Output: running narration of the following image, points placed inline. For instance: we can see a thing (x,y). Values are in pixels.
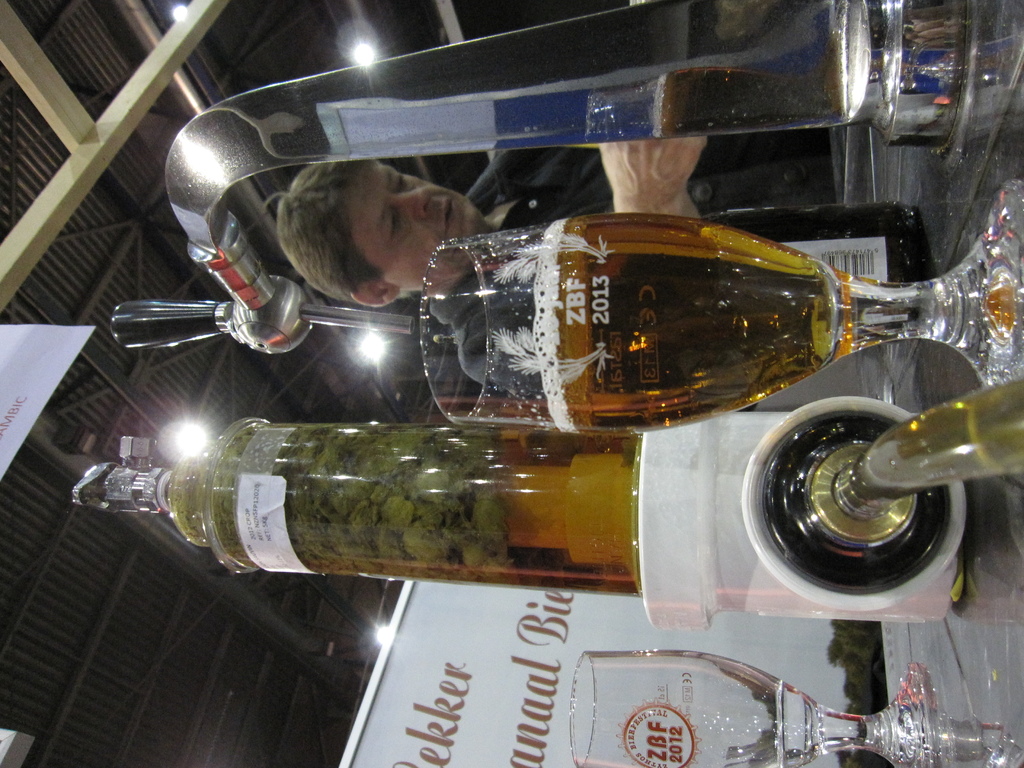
In this image I can see a person (426,234) standing in front of a table (831,397). On the roof (166,445) I can see a light (186,435) and there is a hoarding board (472,693) in front of the table (928,203) and there is a some text (441,716) written on that. And there are bottles (446,521) and glasses (453,306) contain a drink (623,277) kept on the table (925,171).
